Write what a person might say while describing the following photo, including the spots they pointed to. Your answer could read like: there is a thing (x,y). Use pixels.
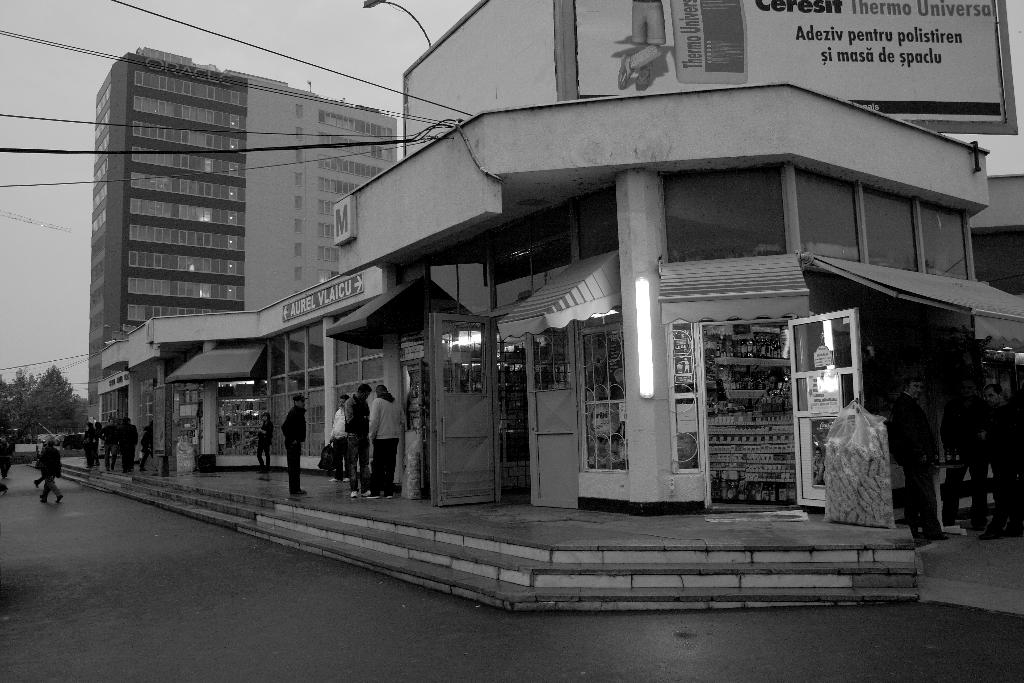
In this image I see few trees (54,381) in the background (66,395), a building (108,320) and a number of shops (466,383) and people (111,423) on the paths (503,533) and near the shops (516,492).
